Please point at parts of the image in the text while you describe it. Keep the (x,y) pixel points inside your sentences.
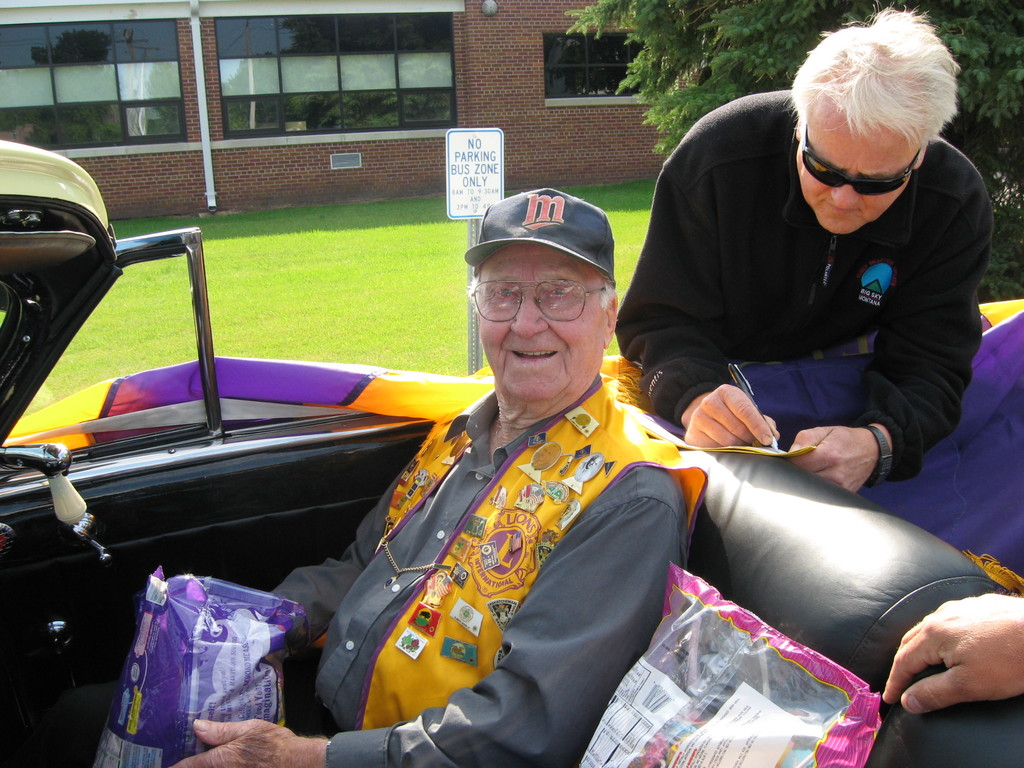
In the picture I can see a person (505,385) wearing hat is sitting in a vehicle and holding an object (207,654) in his hands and there is another person (806,214) wearing black dress (808,317) is writing something behind him and there is a hand (940,636) of a person (952,653) in the right corner (926,640) and there is a greenery ground (412,207), a tree (741,40) and a building (367,54) in the background (363,61).
